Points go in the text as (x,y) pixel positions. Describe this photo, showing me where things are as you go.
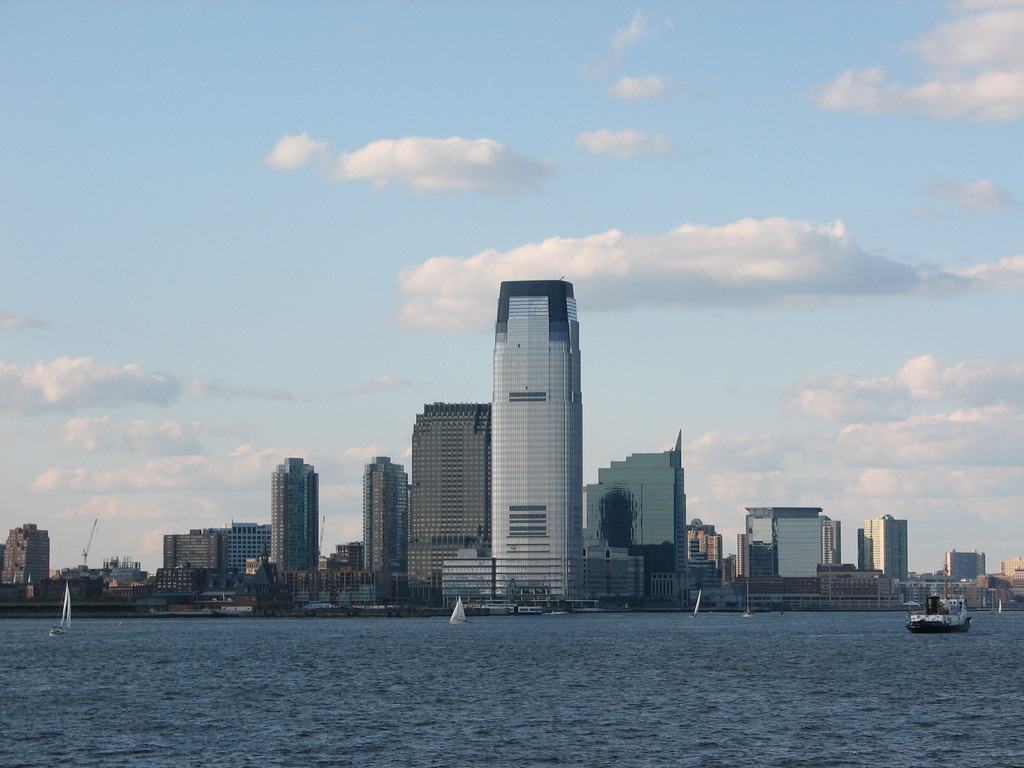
In this image in the front (434,712) there is water (444,716) and on the water (226,649) there are boats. In the background (335,556) there are buildings (627,551) and the sky (443,325) is cloudy.
